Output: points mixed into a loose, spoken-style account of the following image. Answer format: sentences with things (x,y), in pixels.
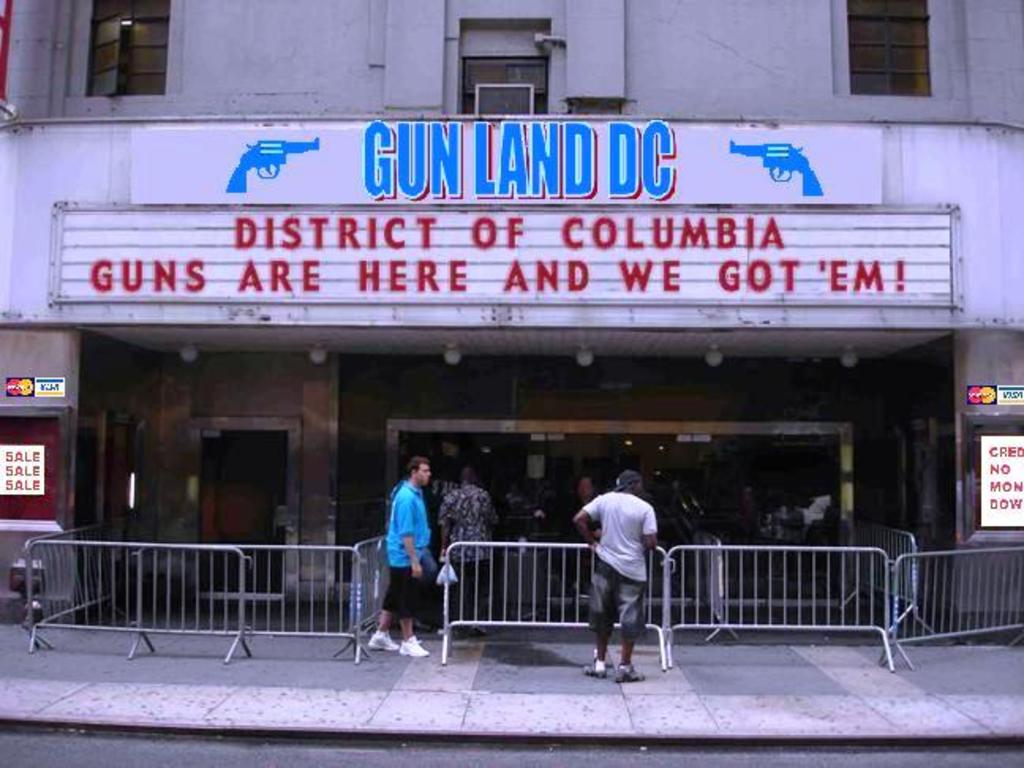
In this picture we can observe some people (617,524) standing on the footpath (467,680). There is a railing (740,600). We can observe guns shop (556,430). There are blue and red color words (872,284) on the wall (504,236) of this building (251,168).
